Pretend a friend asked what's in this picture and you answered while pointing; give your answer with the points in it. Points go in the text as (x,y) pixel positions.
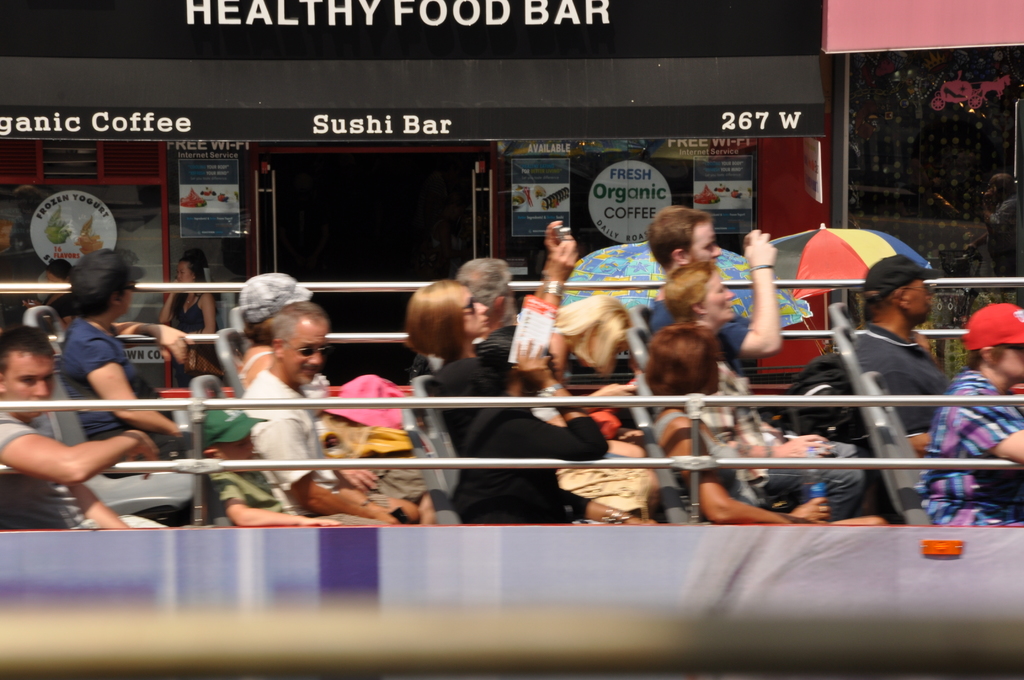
In this picture there are people (948,427) in the center of the image (603,314), they are sitting in the bus (411,381) and there is a food bar (433,148) at the top side of the image (476,189).
